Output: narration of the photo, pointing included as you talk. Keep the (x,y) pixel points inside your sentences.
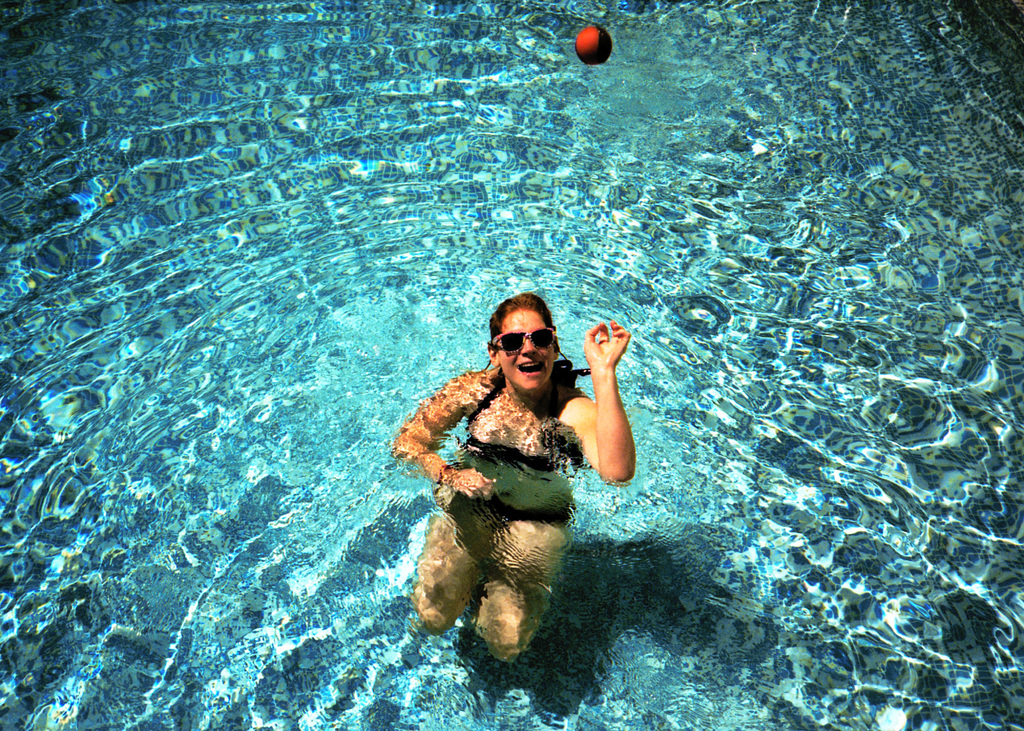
In this picture we can observe a woman (517,367) in the swimming pool (332,336). She is wearing spectacles (506,342). We can observe a red color ball (588,57) in the water (503,45).
